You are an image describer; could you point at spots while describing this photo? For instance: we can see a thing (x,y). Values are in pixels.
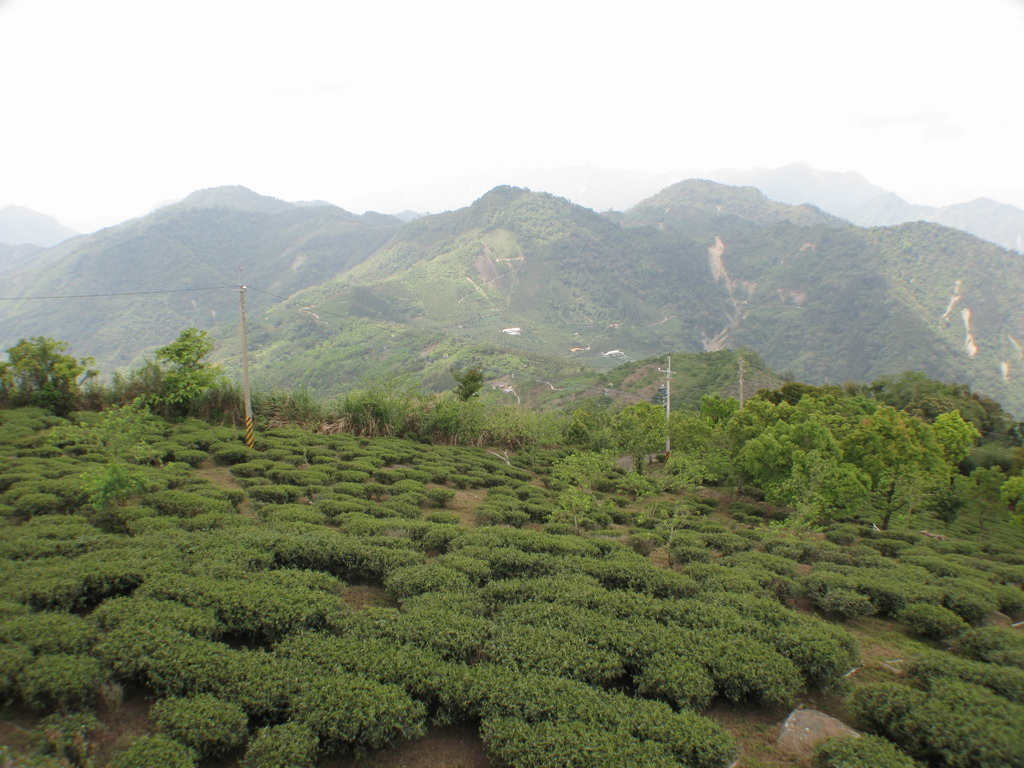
There is a tea plantation (562,572). In the back (672,376) there are electric poles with wires (225,288) and trees (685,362). In the background (512,289) there are hills (587,262) and sky (496,67).
